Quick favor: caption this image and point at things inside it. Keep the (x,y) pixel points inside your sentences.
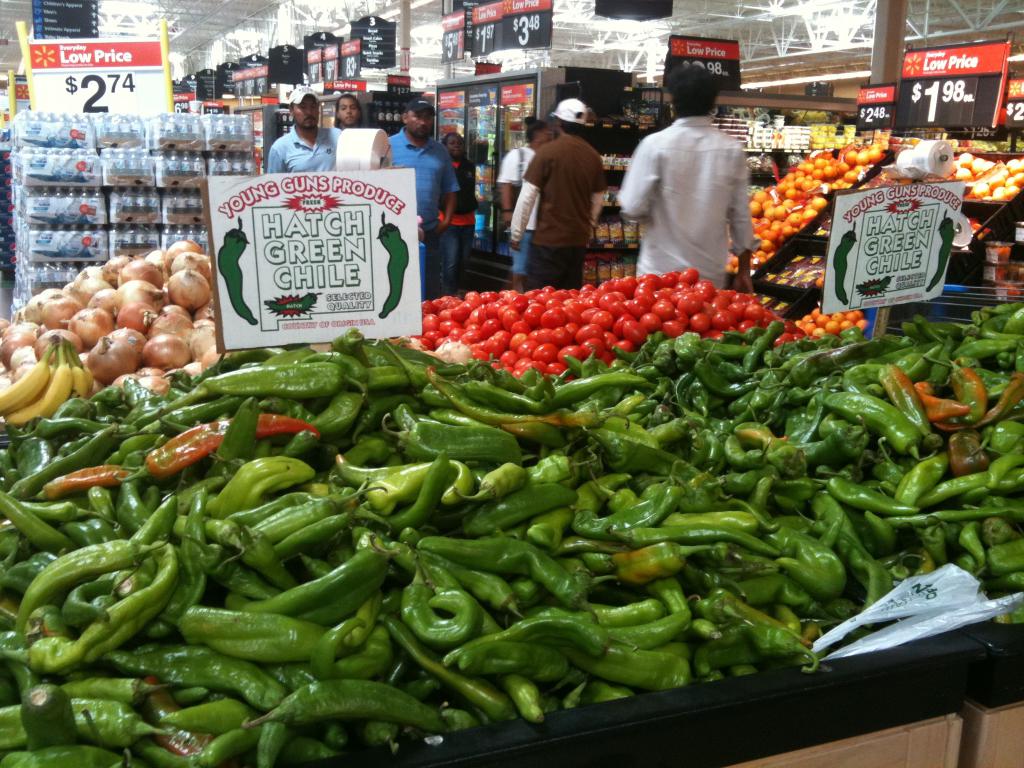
In this picture we can see a few vegetables (305,407) and bananas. There are bottles (59,150) arranged in the racks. We can see some people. There are food items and other objects (609,198) in the background (349,51).
